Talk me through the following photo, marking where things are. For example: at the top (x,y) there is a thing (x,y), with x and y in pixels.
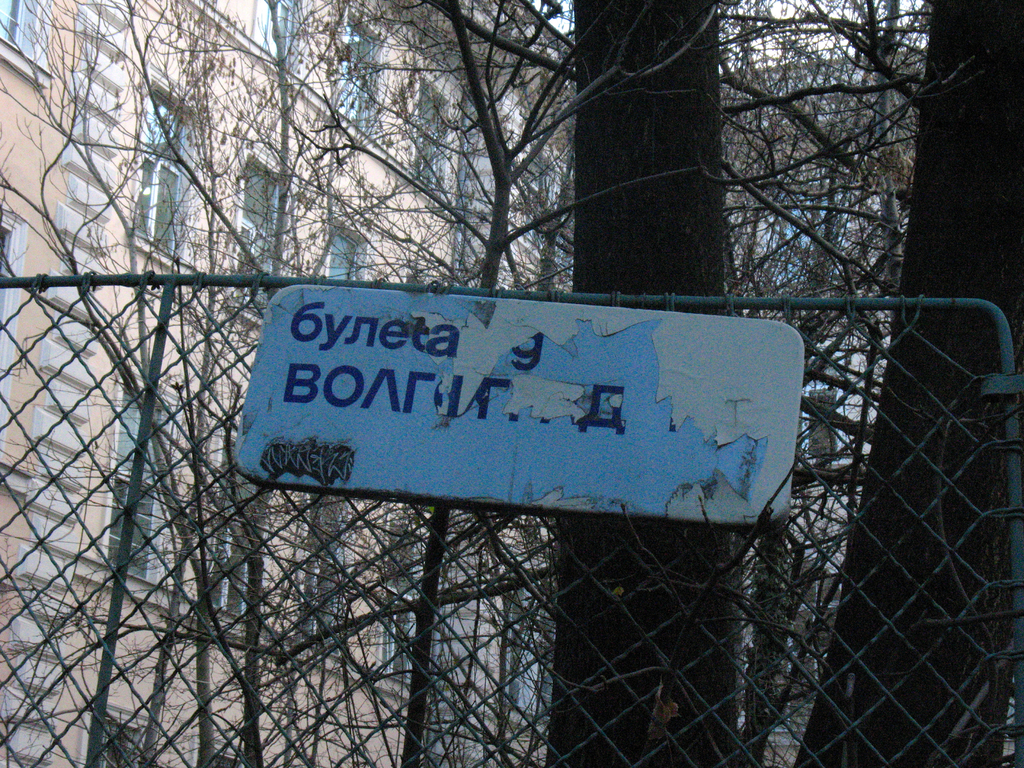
In this image in the foreground (366,476) I can see a board (378,481), at the back (570,154) I can see some trees (652,133), and in the background (250,113) I can see the buildings (535,96) and on the left side (161,131) I can see many windows (163,108).
